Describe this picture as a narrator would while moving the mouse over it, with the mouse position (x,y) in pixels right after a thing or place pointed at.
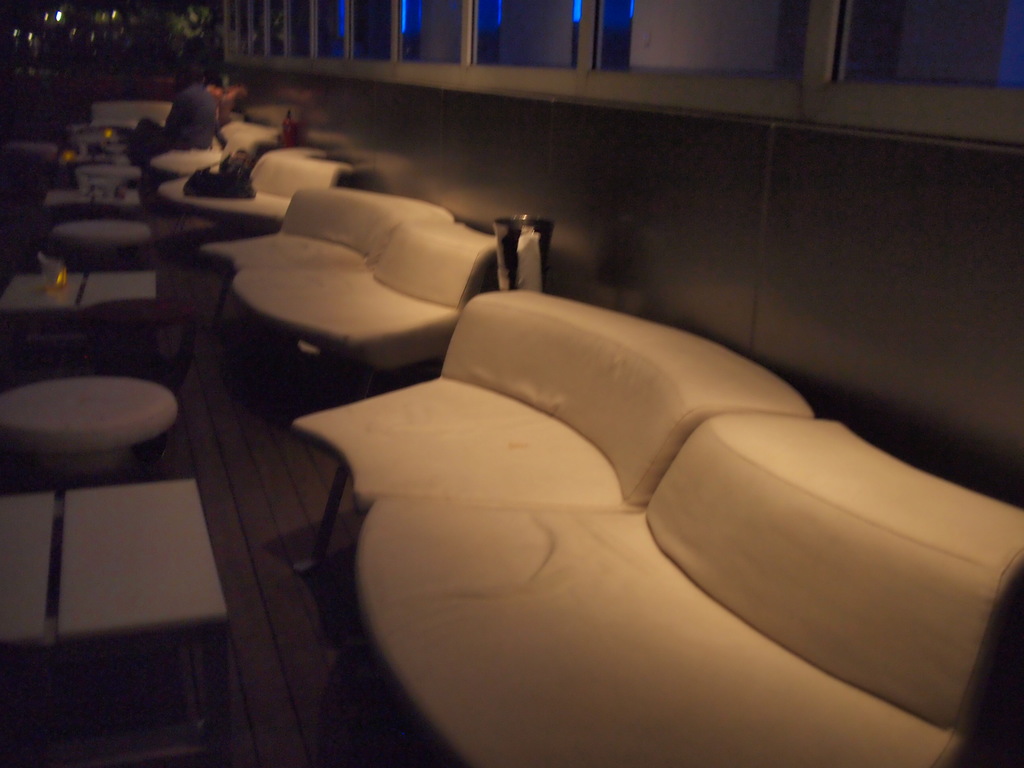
In this picture there are many white chairs (380,303) and tables (127,487) are visible. One person (195,115) is sitting on a chair (171,167). Candles (60,278) are kept on the table (102,282). There are some lights (46,14) in the background (60,9).
